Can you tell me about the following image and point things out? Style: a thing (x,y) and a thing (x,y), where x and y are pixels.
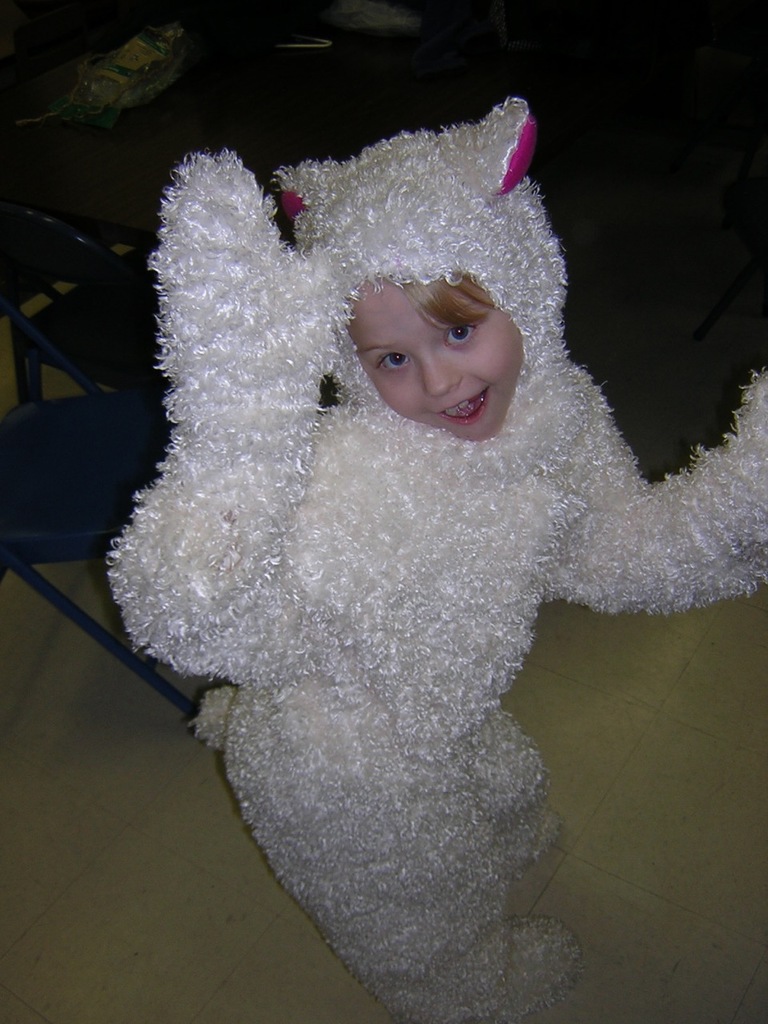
In the center of the image (384,471) there is a girl (463,437) wearing a costume (357,412). In the background of the image (82,375) there are chairs (34,226). At the bottom of the image (262,903) there is floor (630,910).
